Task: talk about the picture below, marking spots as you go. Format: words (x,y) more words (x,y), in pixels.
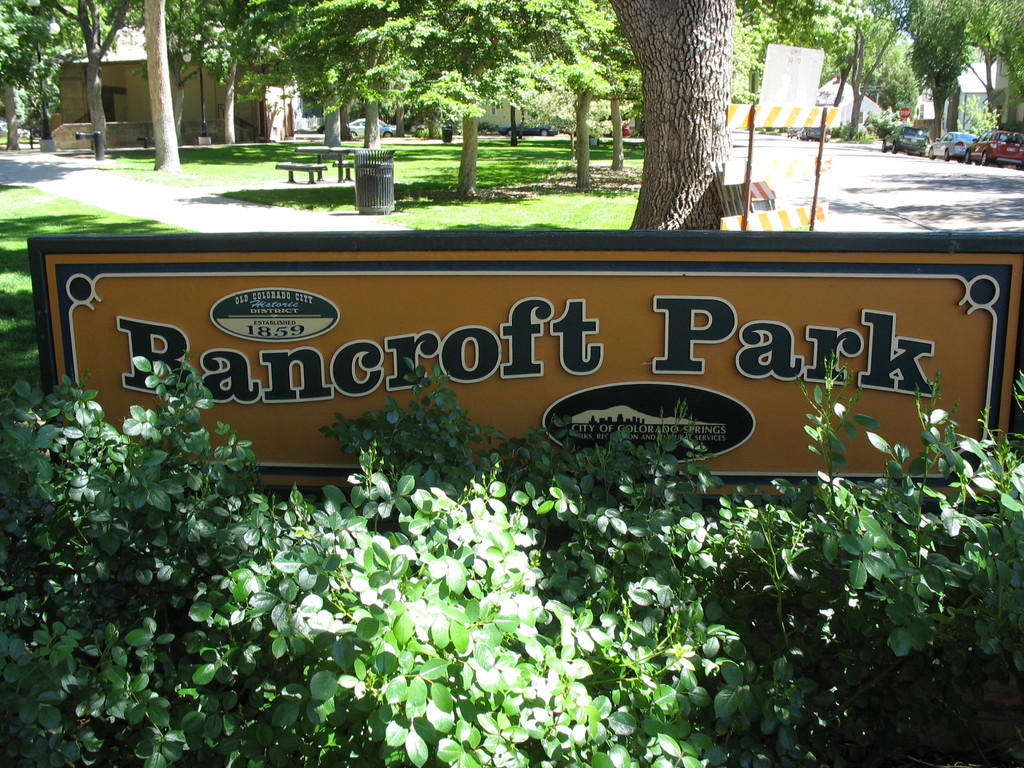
In this image I can see the board (552,365) and something is written on it. In-front of the board (561,316) I can see the plants (486,609). In the background (765,190) I can see the boards (765,190), many trees (699,178), dustbins (365,191), house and the concrete benches (314,168). To the right (907,189) I can see the vehicles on the road (903,199).
